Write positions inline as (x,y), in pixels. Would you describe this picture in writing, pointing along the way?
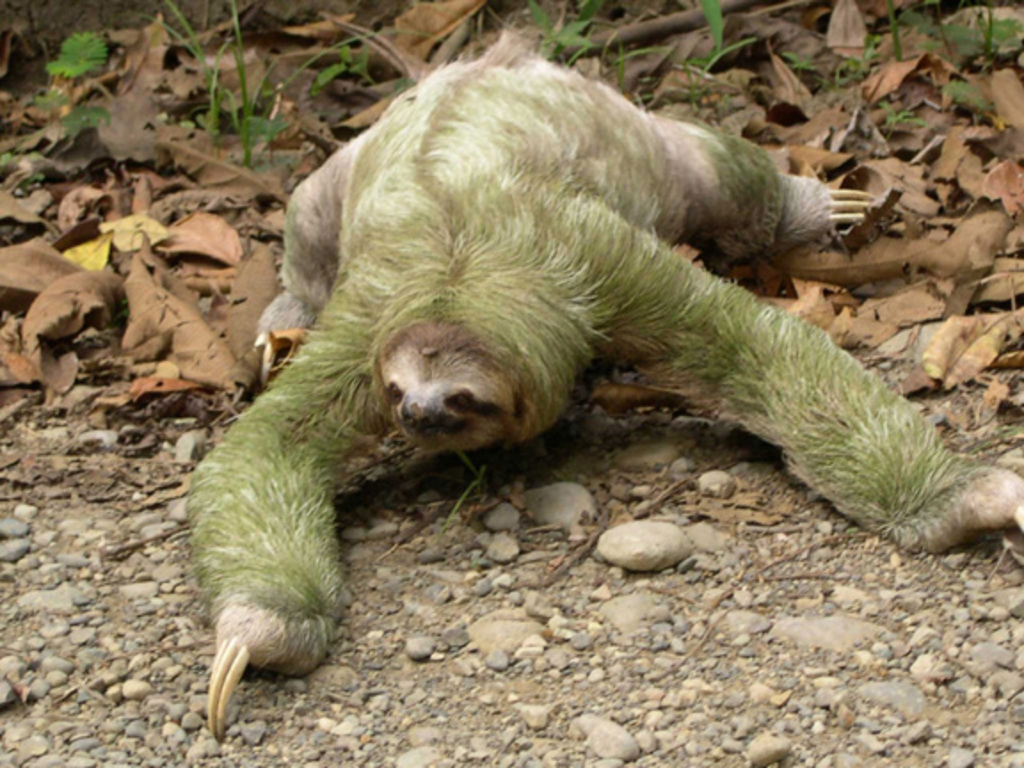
In this image we can see an animal (441,246), shredded leaves (166,161) and stones (685,567) on the ground (368,562).
